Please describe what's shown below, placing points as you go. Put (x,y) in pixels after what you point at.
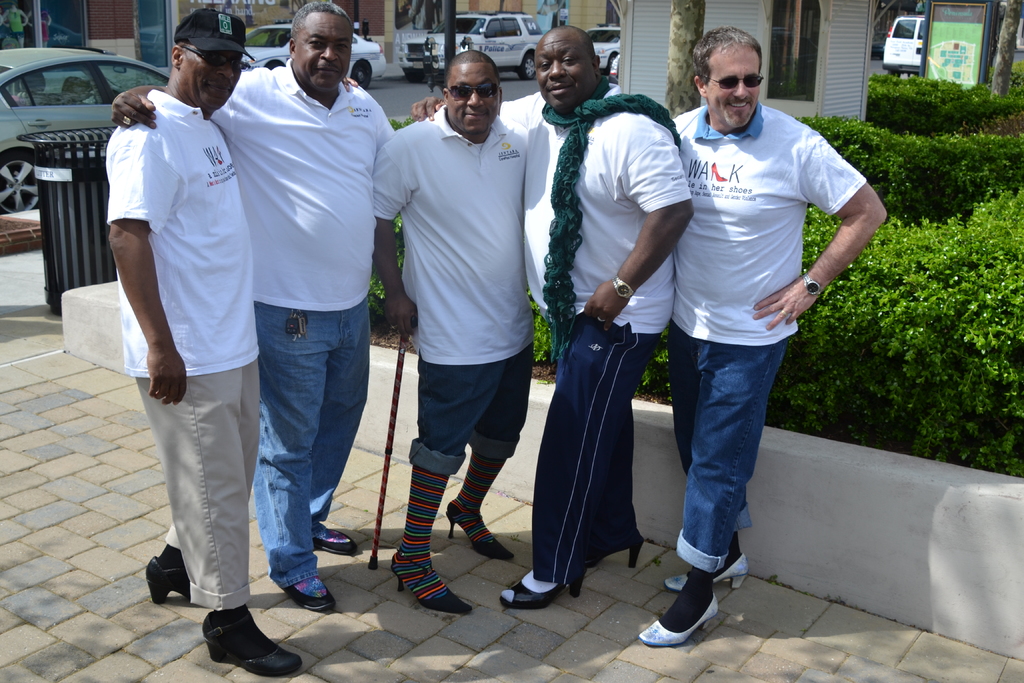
In this image there are five persons (442,282) standing, there is a person (442,356) holding a stick (384,463), there is a road (403,77), there are vehicles (475,42) on the road (534,82), there is a vehicle (129,80) truncated towards the left of the image (27,70), there are plants (924,238) truncated towards the right of the image (985,281), there is an object (64,248) on the ground (42,290), there is a board (970,63), there is a pole (450,30) truncated.
